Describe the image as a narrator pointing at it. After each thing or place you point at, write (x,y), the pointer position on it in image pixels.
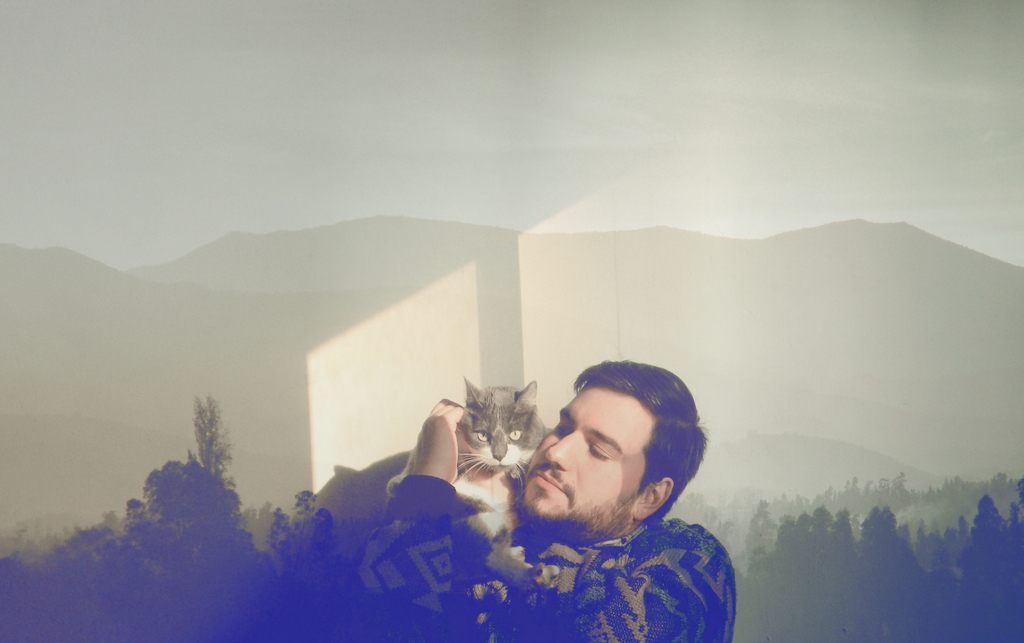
There is a man (650,576) in the image holding a cat (505,467) on his hands (449,468). In background (265,447) we can see some trees (233,588) and mountains (486,275) and sky (752,168) is on top (795,151).
